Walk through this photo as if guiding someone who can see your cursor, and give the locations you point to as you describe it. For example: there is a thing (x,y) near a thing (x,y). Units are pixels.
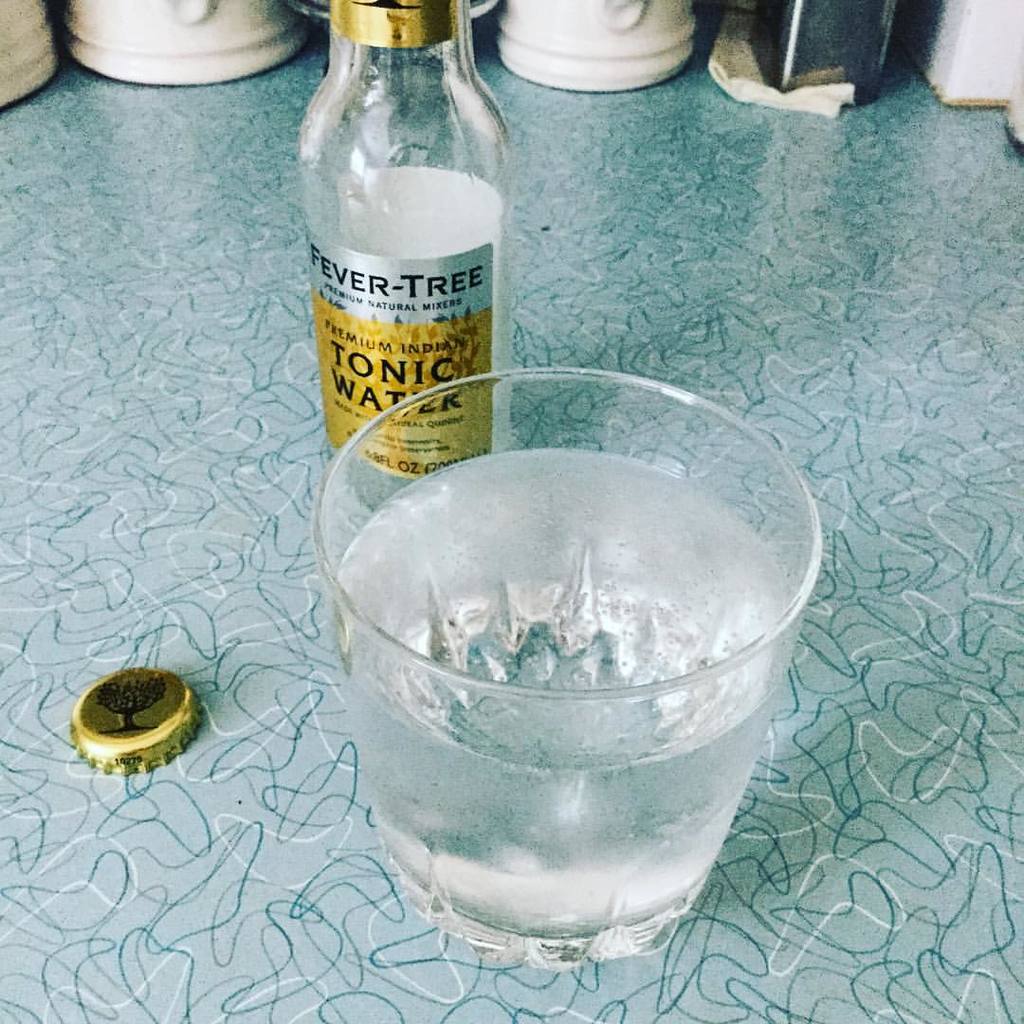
In this image I can see a bottle (344,285), a glass (450,454) and a cap (118,717) of a bottle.
